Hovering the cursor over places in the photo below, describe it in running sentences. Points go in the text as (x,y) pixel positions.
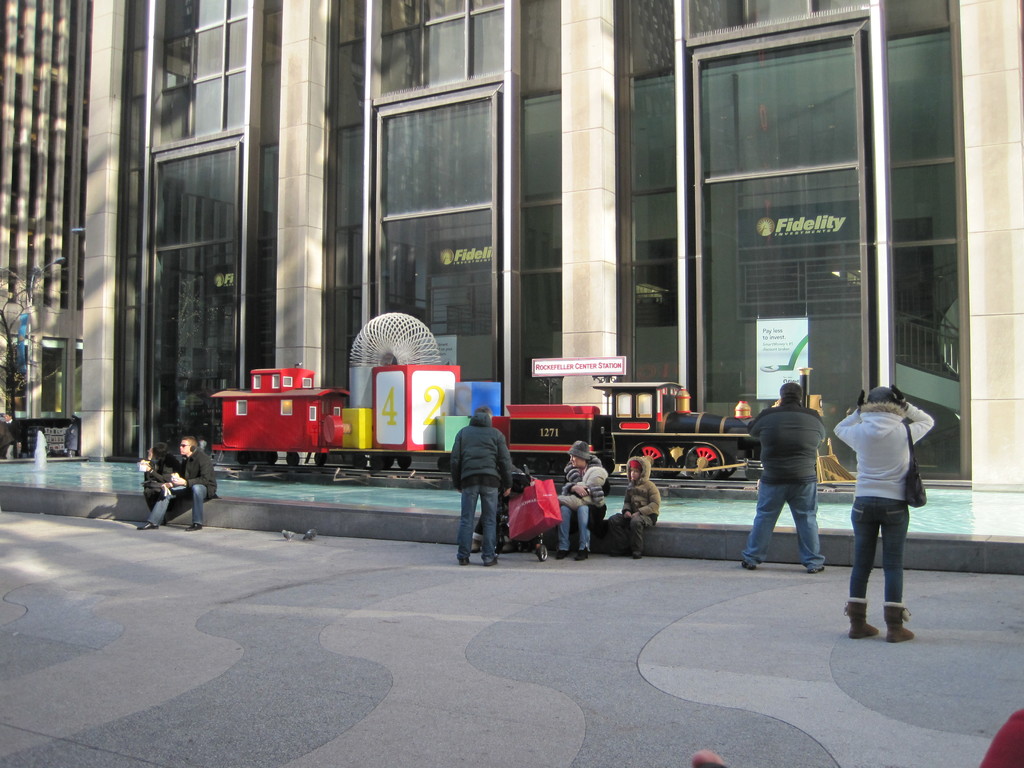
In the picture I can see a few persons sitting on the side of the road (180,550). There is a man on the right side (741,564) and looks like he is looking at the toy train (643,416). There is a person (882,460) on the right side (891,443) is carrying a bag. In the background (932,409), I can see the glass windows (435,171).
